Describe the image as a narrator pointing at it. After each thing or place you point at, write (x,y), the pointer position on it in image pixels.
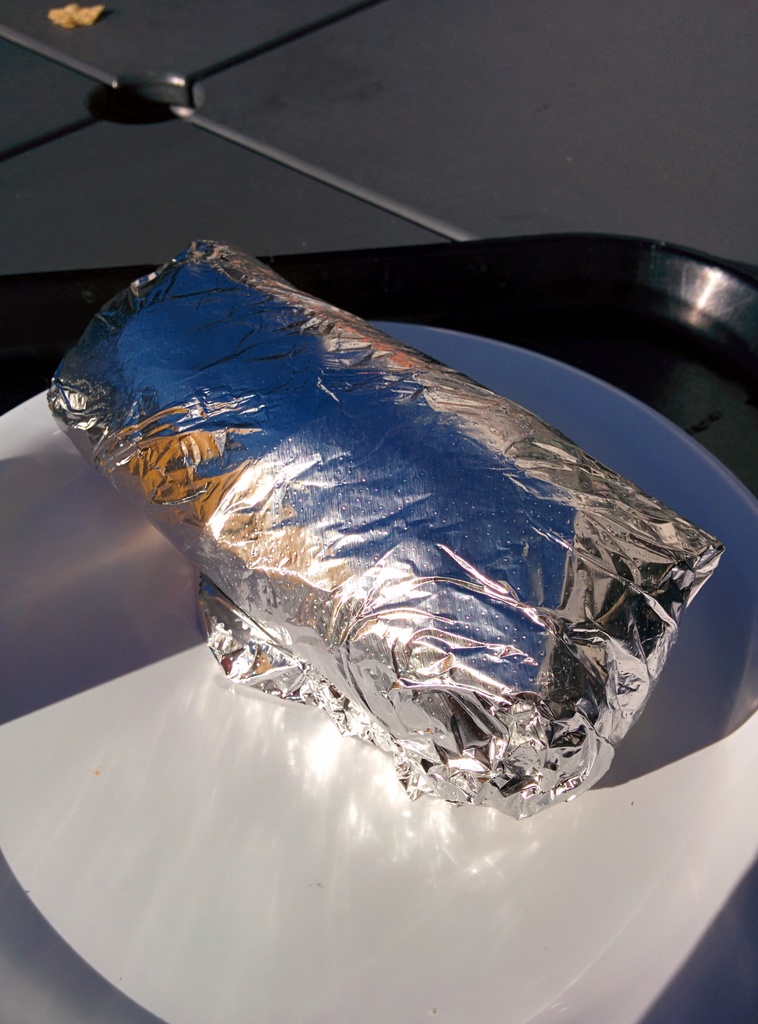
Here we can see a silver paper (445,563) with something in it is rolled and kept in a plate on a tray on a platform (230,208) and at the top (68,24) there is an object (61,22).
